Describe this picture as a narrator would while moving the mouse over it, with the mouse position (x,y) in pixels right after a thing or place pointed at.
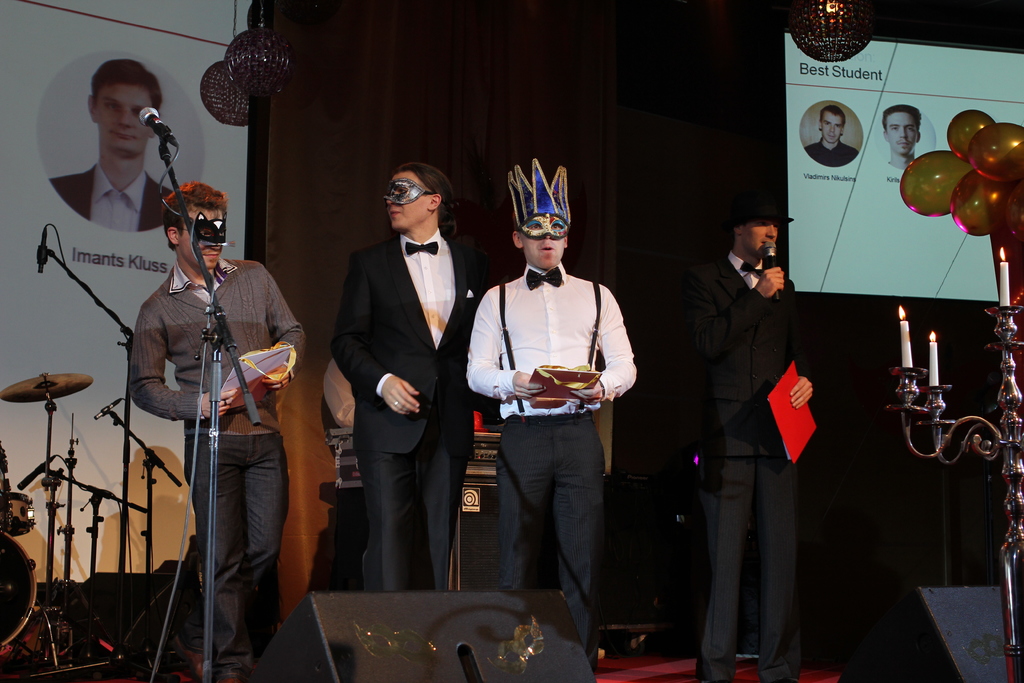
In this image we can see a four people (238,624) who are standing on a stage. The person (720,517) on the right side (695,282) is speaking on a microphone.
